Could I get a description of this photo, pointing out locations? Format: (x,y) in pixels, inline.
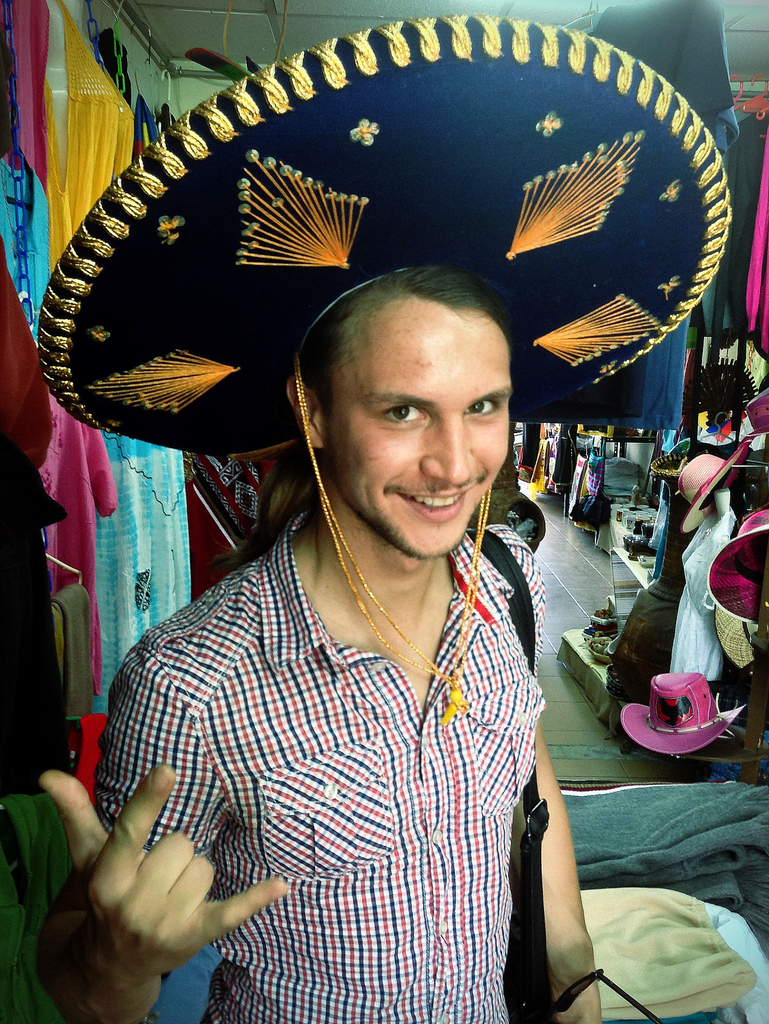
There is a man (248,667) wearing a hat (229,270). And he is holding a specs (568,1007) and a bag (538,940). In the background (636,583) there are many hats (695,485), clothes (577,510) and many other things (619,518).
